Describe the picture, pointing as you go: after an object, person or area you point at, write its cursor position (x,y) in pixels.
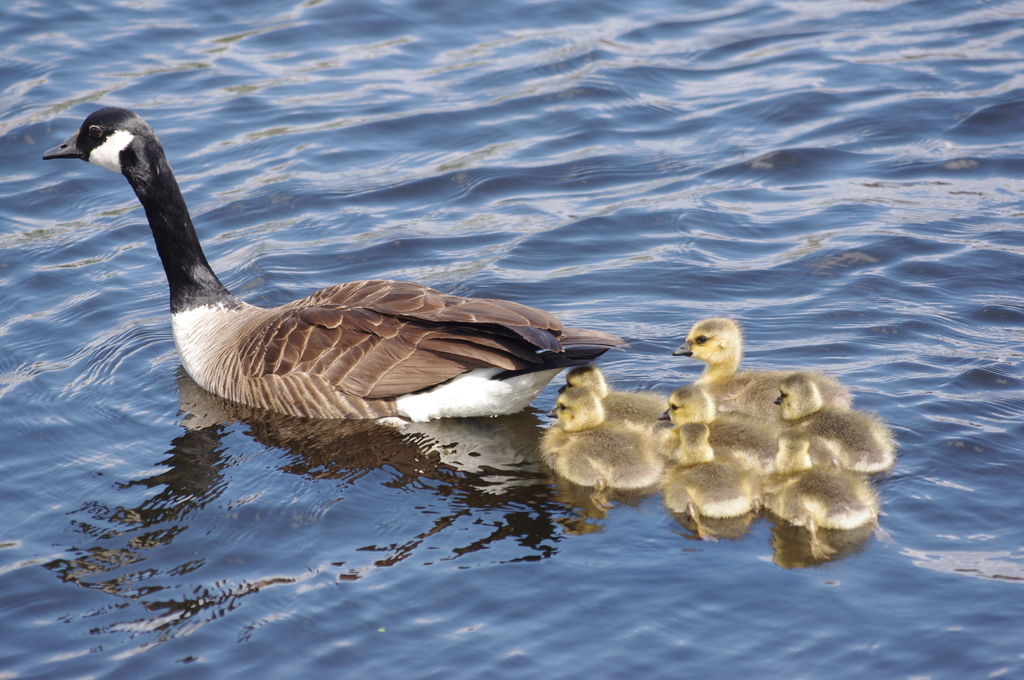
In this picture there is a goose (206,356) and goslings (740,459) in the image, on the water (760,356) and there is water (26,310) around the area of the image.
